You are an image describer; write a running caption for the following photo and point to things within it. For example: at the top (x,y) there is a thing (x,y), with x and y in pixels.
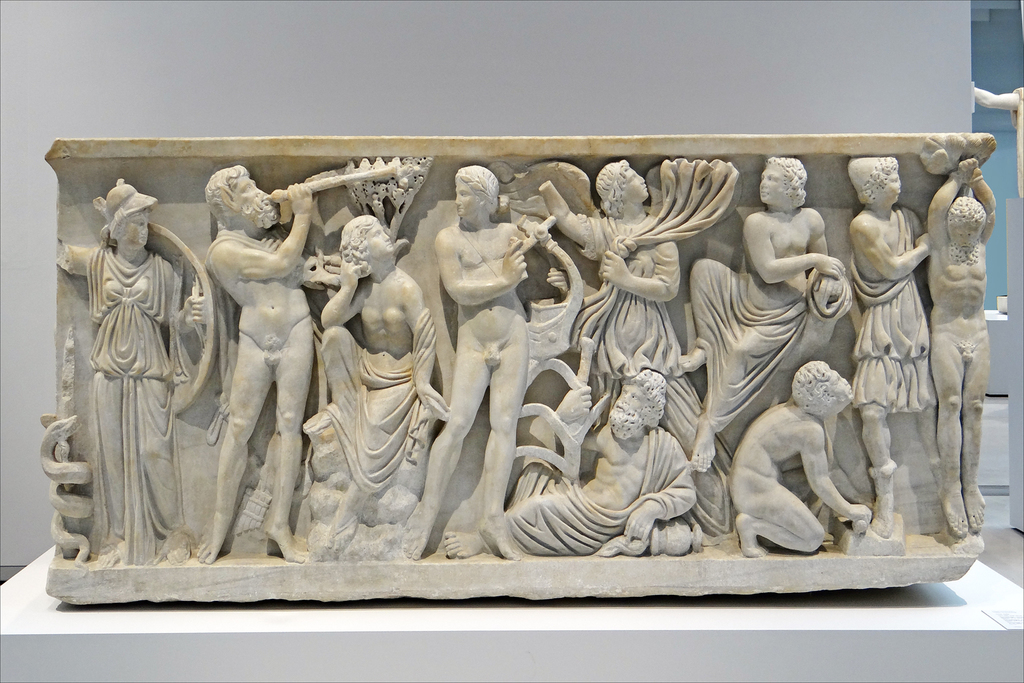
In this image I can see number of sculptures (354,508) on a white colour thing (973,574). On the right side of this image (992,107) I can see one more sculpture (1013,108).
